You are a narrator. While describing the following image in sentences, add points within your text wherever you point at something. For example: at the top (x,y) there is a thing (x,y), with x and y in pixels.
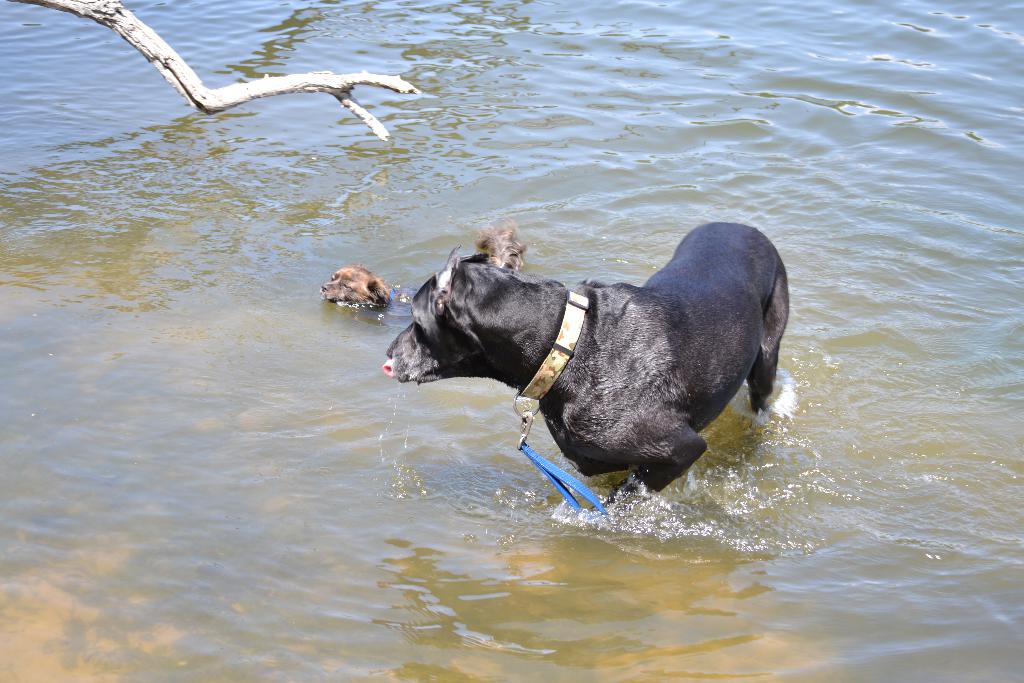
In the center of the picture (671,395) there are two dogs (552,303) in the water (266,305). On the left (341,82) there is a wooden trunk (180,77).
